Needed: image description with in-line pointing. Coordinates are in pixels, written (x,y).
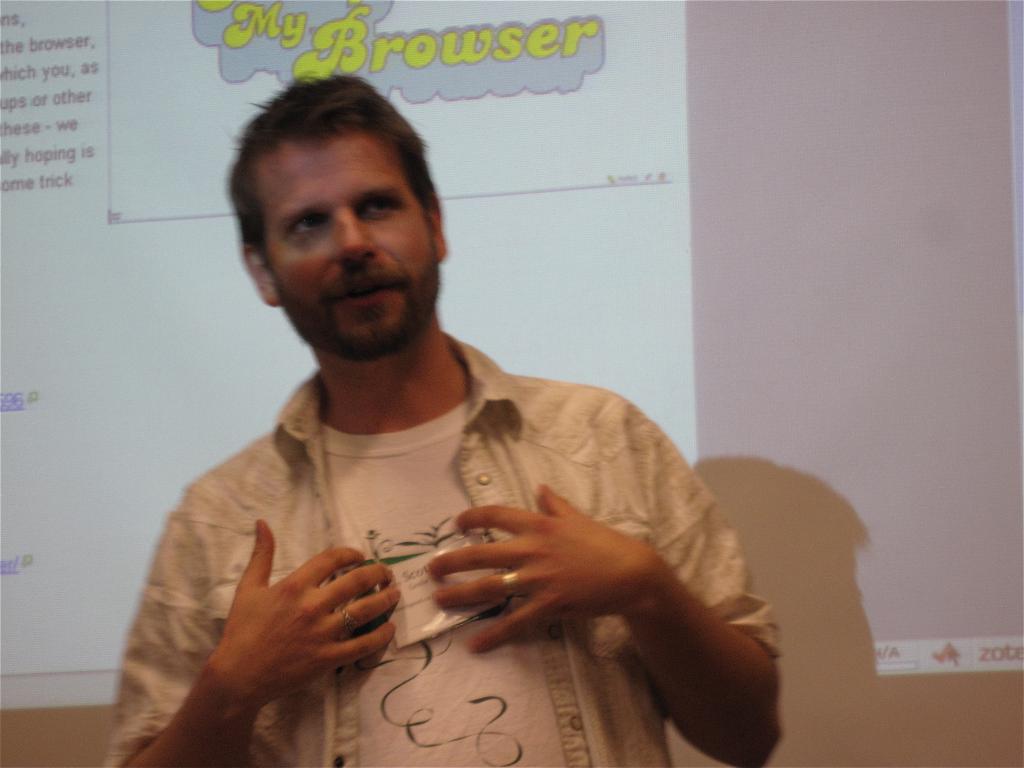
In this image we can see a person (493,420) wearing a white shirt (342,445) is standing. In the background (729,190), we can see a screen (766,206) with some text (246,38) on it.
